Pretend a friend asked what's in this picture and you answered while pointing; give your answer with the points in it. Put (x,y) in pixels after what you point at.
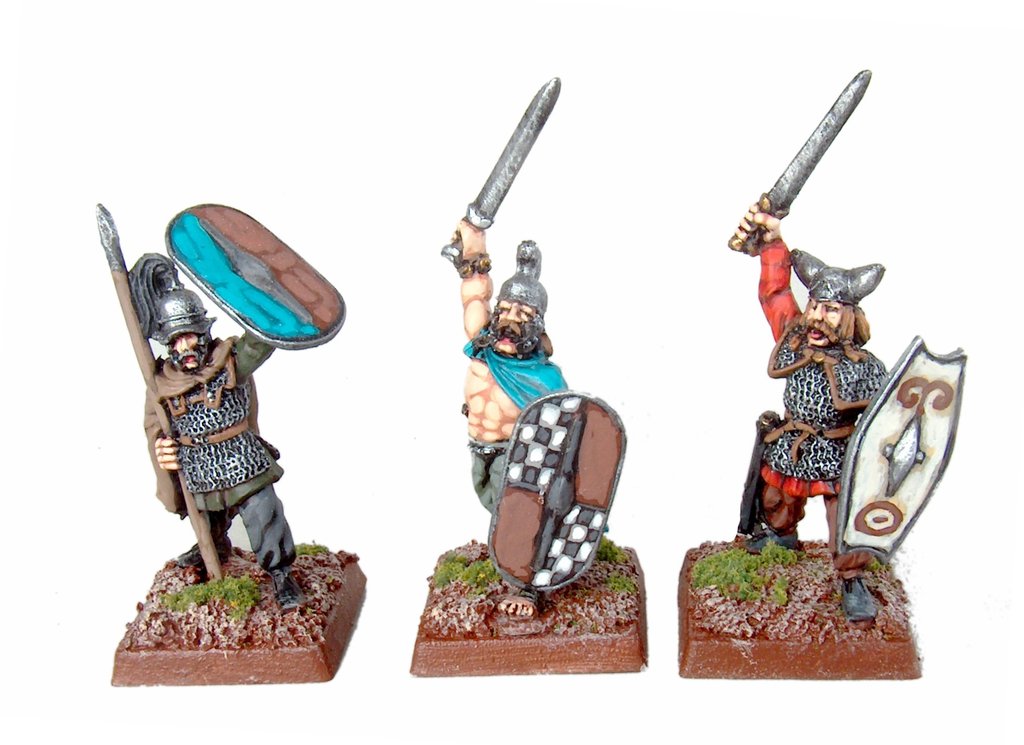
In this image we can see there are statues (813,284) of a person (864,282) holding weapons (925,430). And there is a white background (682,182).
